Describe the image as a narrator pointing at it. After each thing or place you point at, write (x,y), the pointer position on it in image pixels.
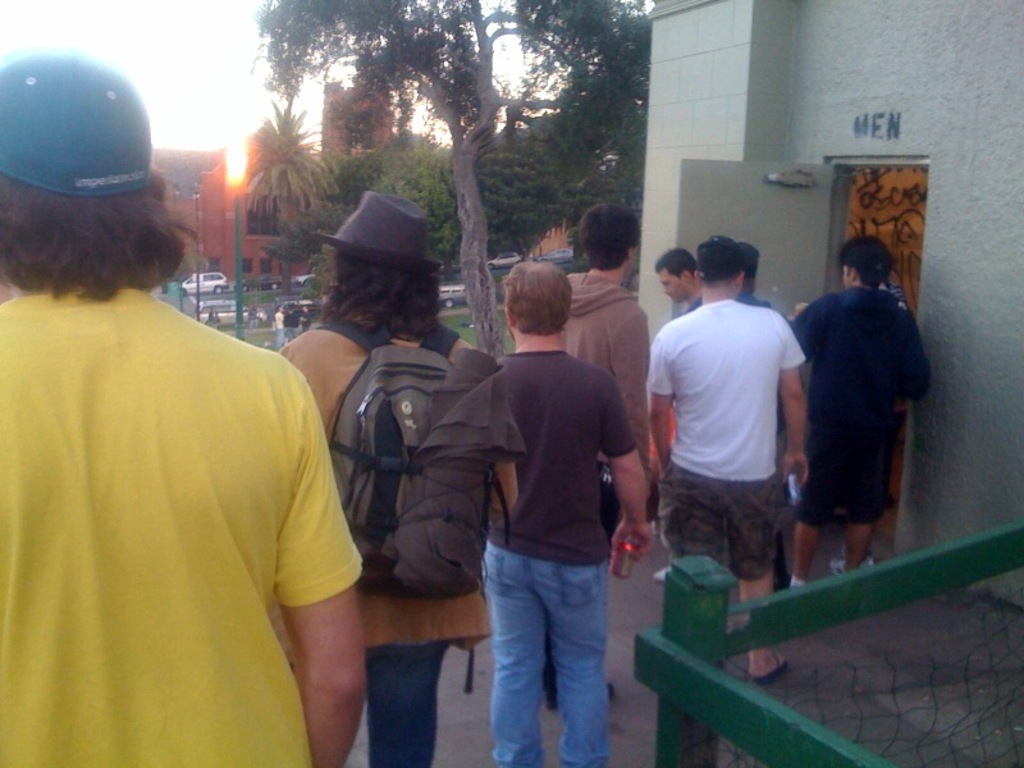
In this picture we can see a group of people (157,482) standing on the floor (612,753), net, bag (407,437), buildings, trees (302,170), vehicles (260,276), poles (196,261) and some objects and in the background (214,101) we can see the sky (207,73).
